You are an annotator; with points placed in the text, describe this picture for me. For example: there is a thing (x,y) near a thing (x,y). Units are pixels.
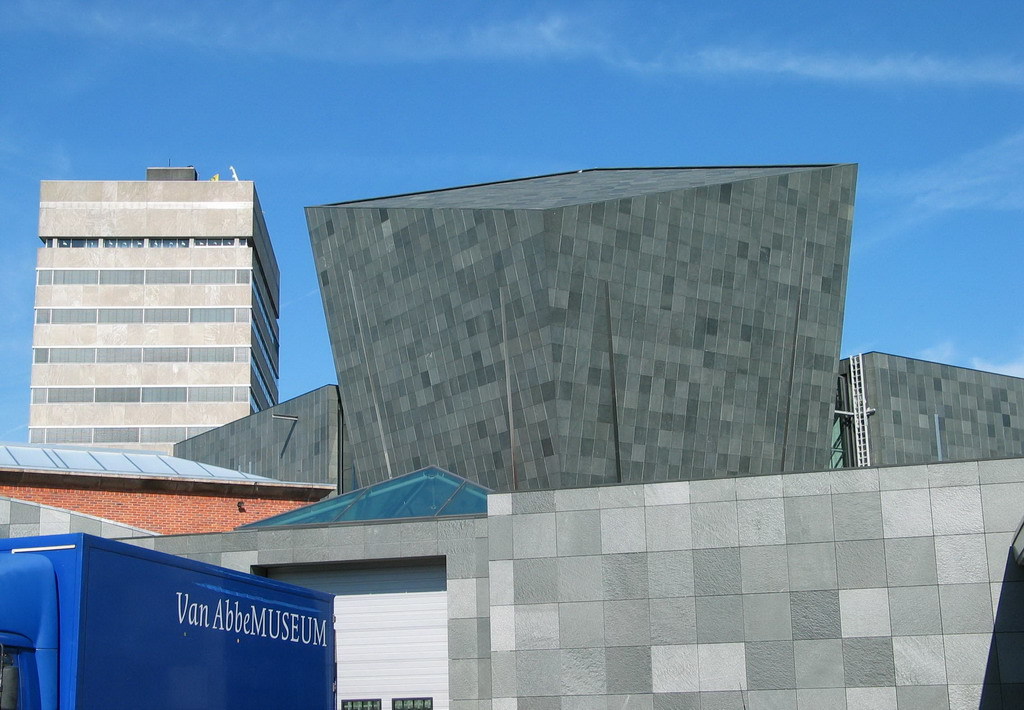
In this picture we can see few buildings (461,410) and metal rods (855,413).
